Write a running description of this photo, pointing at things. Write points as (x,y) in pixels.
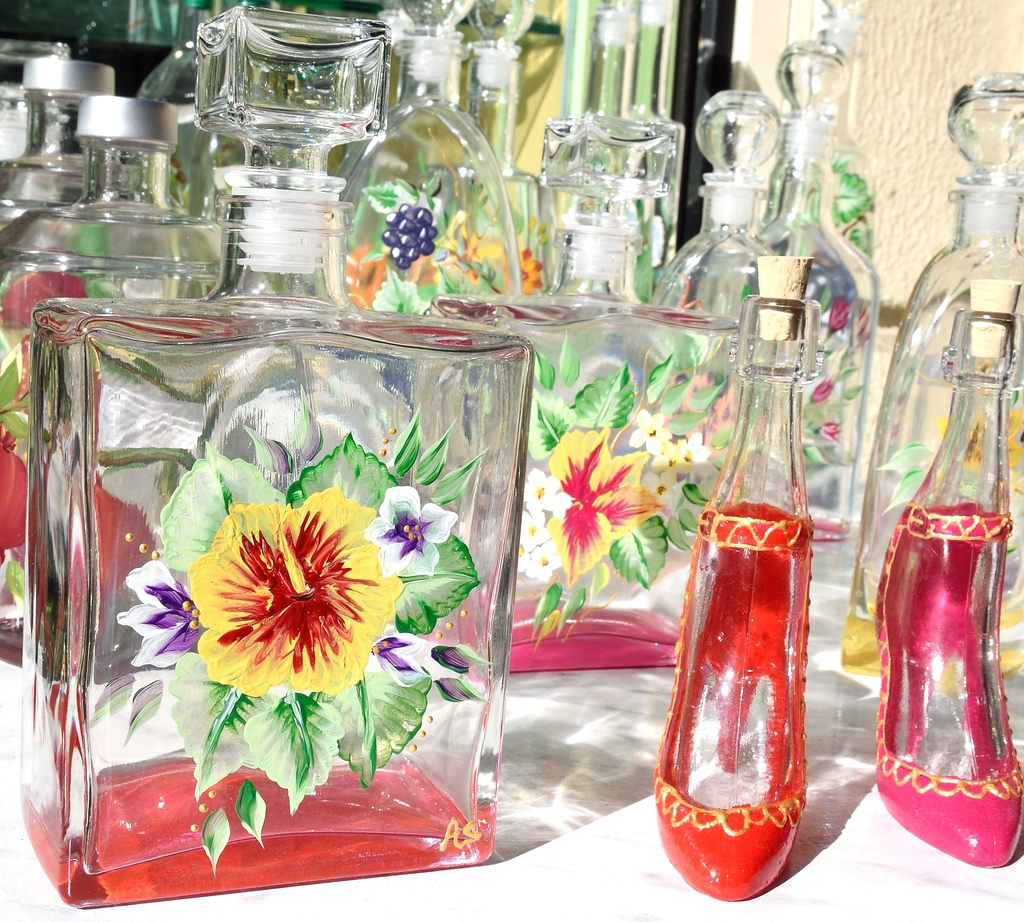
In this picture there are different types of perfume bottles (581,448) kept on a table (651,760).
